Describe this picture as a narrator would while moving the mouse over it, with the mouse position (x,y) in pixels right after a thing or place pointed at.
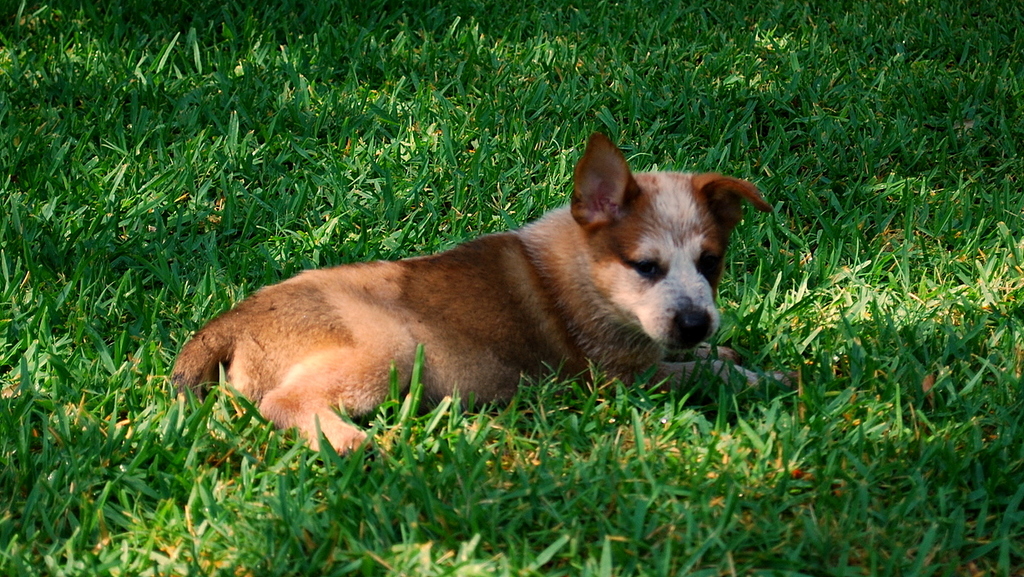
In the center of the image (384,326) we can see a dog (409,347) lying on the grass (492,492).
